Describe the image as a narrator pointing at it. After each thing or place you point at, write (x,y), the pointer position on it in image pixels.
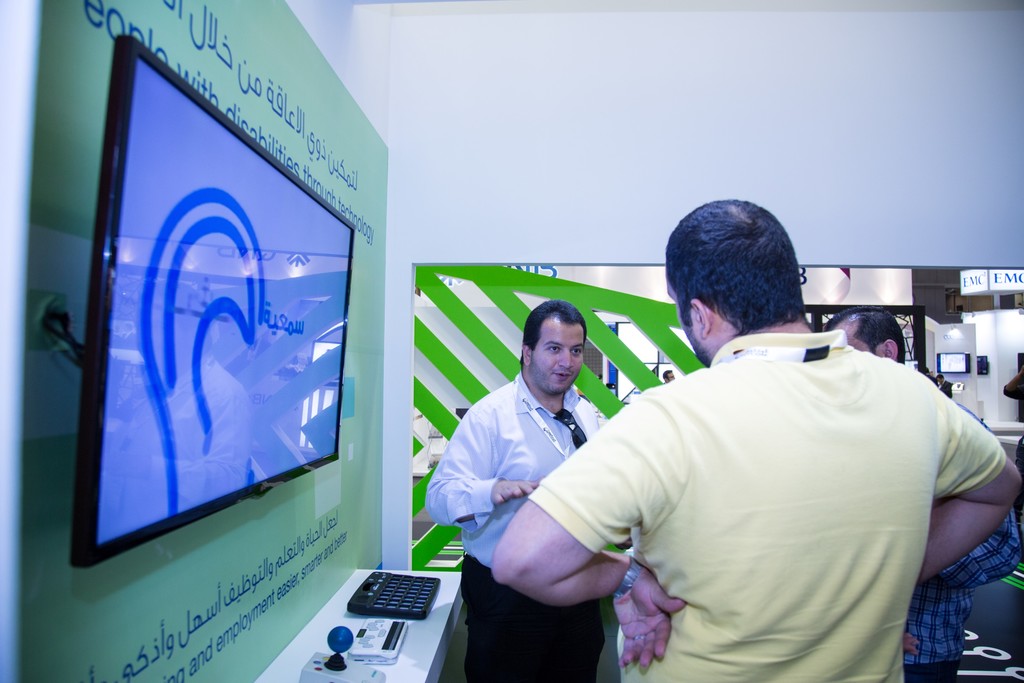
In this image there are three persons (696,445) in the middle (672,436) who are talking with each other. On the left side (290,508) there is a wall (305,500) to which there is a television (136,404). Below the television (181,527) there is a table (319,635) on which there is a joystick (362,665). In the background (968,363) there are few other televisions (955,362). It seems like a store (990,378). On the wall (277,76) there is some text (269,89).
